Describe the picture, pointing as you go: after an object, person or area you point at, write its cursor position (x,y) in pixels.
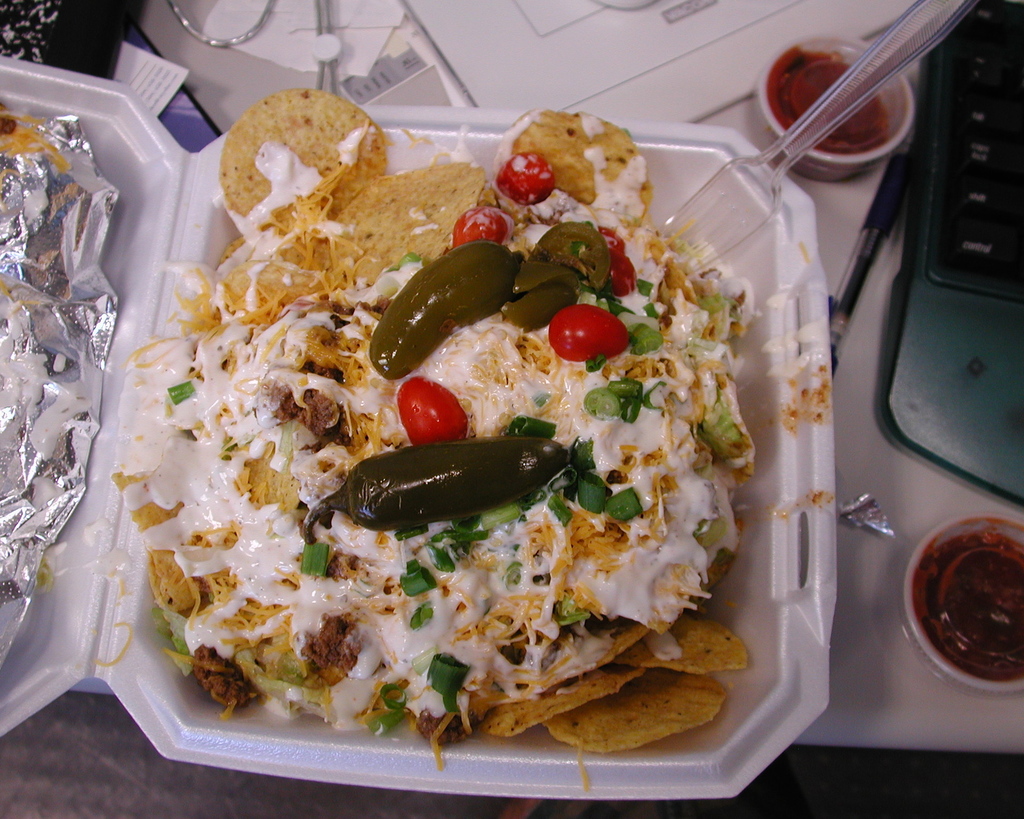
In this image, we can see a box (770,414) on the table (846,627) contains some food (511,276). There are cups (947,539) beside the laptop (958,242). There is a fork (752,214) and pen (876,232) in the top right of the image (874,232).
